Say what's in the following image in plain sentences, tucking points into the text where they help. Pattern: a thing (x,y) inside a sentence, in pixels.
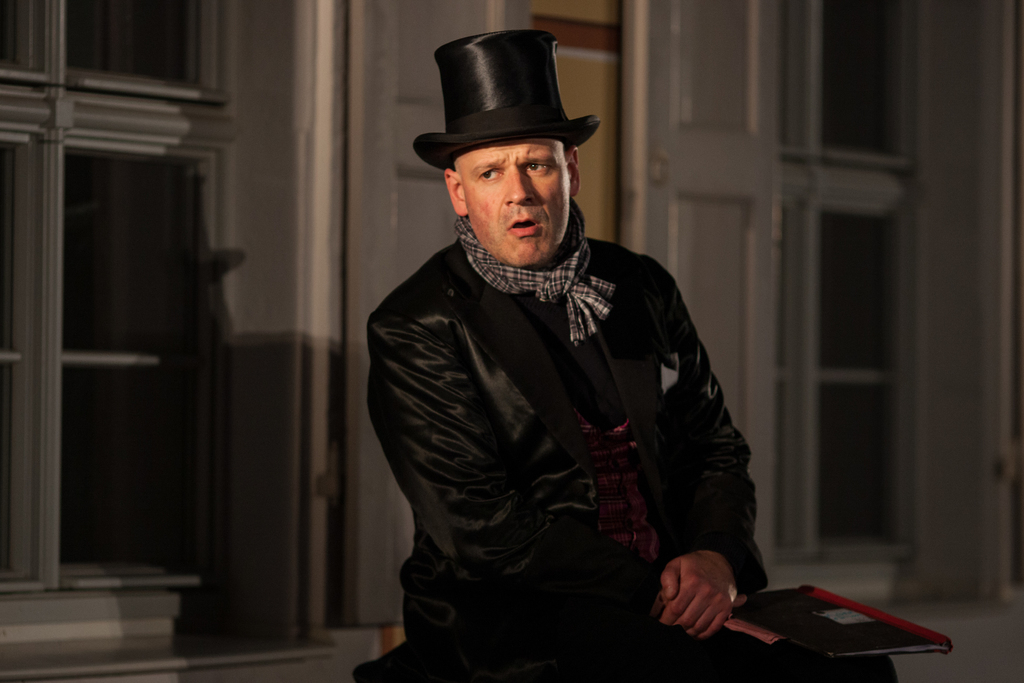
In this image, we can see a person (606,307) wearing clothes (593,472) and hat (487,118). This person (563,303) is holding a notebook (838,598) with his hand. In the background (310,48), we can front view of a building (920,316).
